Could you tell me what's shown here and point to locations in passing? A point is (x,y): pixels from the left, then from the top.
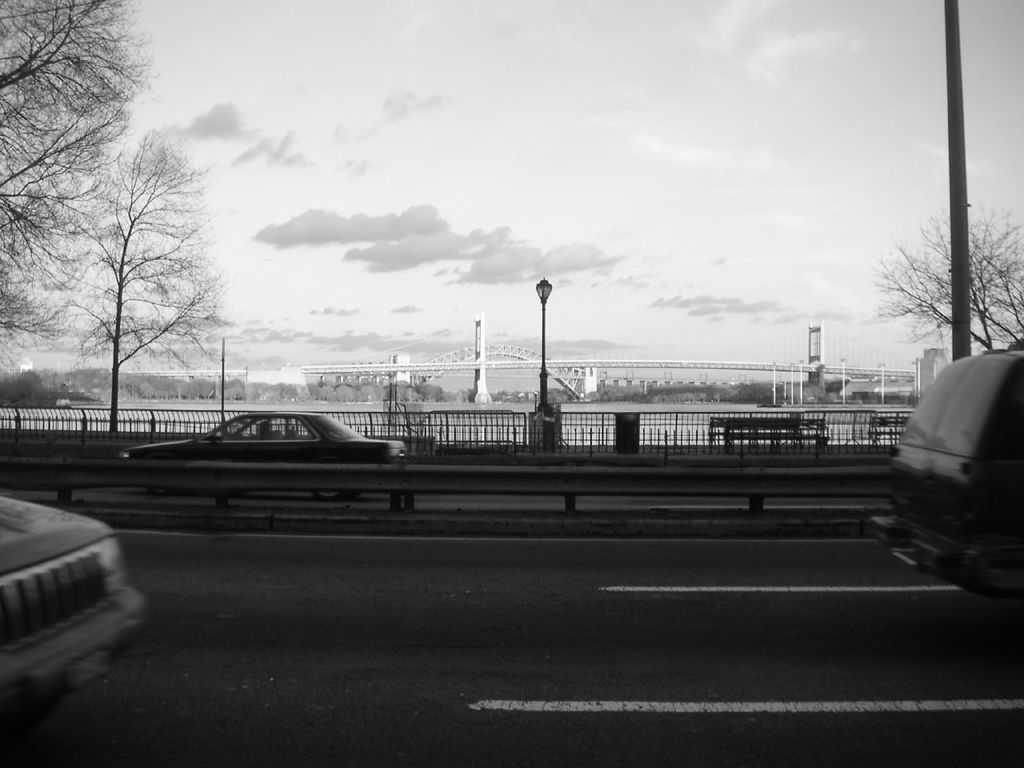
In the picture I can see vehicles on the road (492,612). In the background (544,414) I can see trees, fence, street lights (549,426), bridge (595,382), buildings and the sky (312,286). This picture is black and white in color.
